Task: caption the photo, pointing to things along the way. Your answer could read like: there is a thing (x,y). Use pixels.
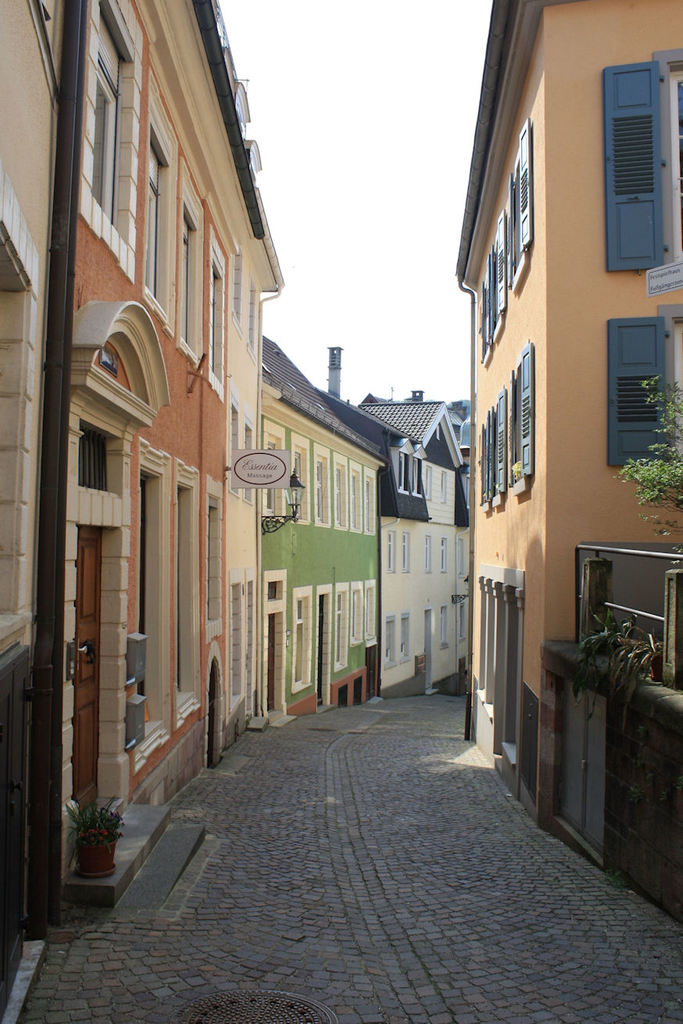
In this image we can see the houses (324,433) with the windows (160,272) and road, plants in a pots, wall (666,758), some written text (256,478) on the board (264,460), we can see the sky (292,150).
